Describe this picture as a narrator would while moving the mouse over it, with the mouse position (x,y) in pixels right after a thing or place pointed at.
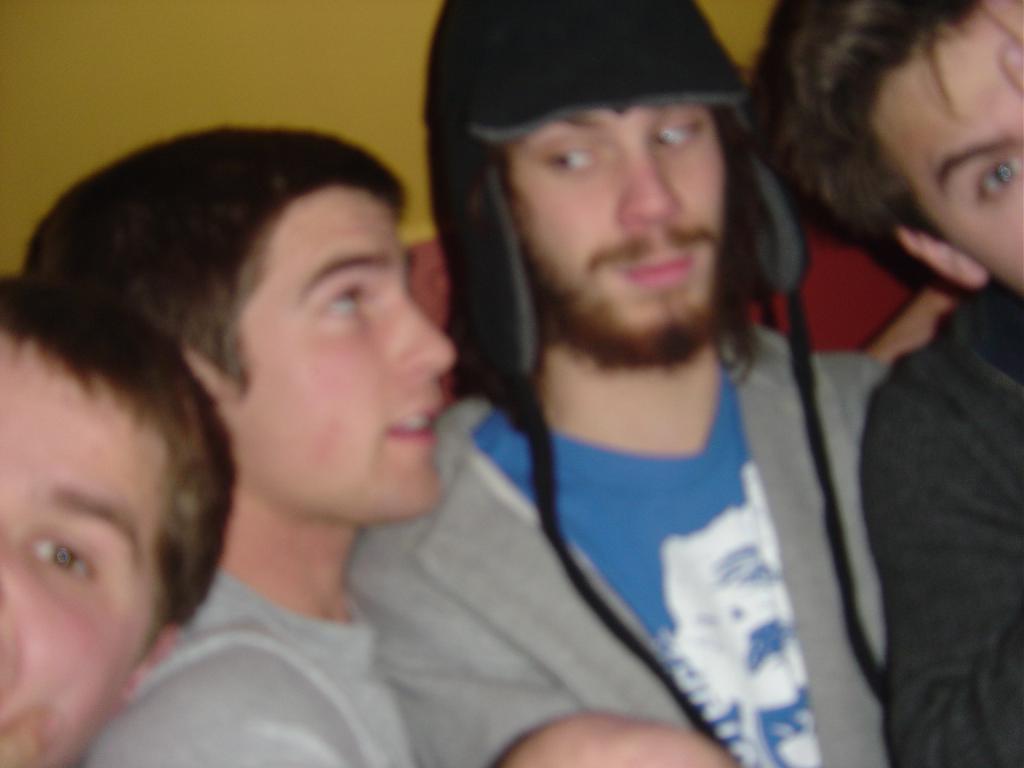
In the image there are few men (546,313), the middle two men (422,541) are staring at each other and the corner men (134,530) are staring in the front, behind them there is wall (172,36).
